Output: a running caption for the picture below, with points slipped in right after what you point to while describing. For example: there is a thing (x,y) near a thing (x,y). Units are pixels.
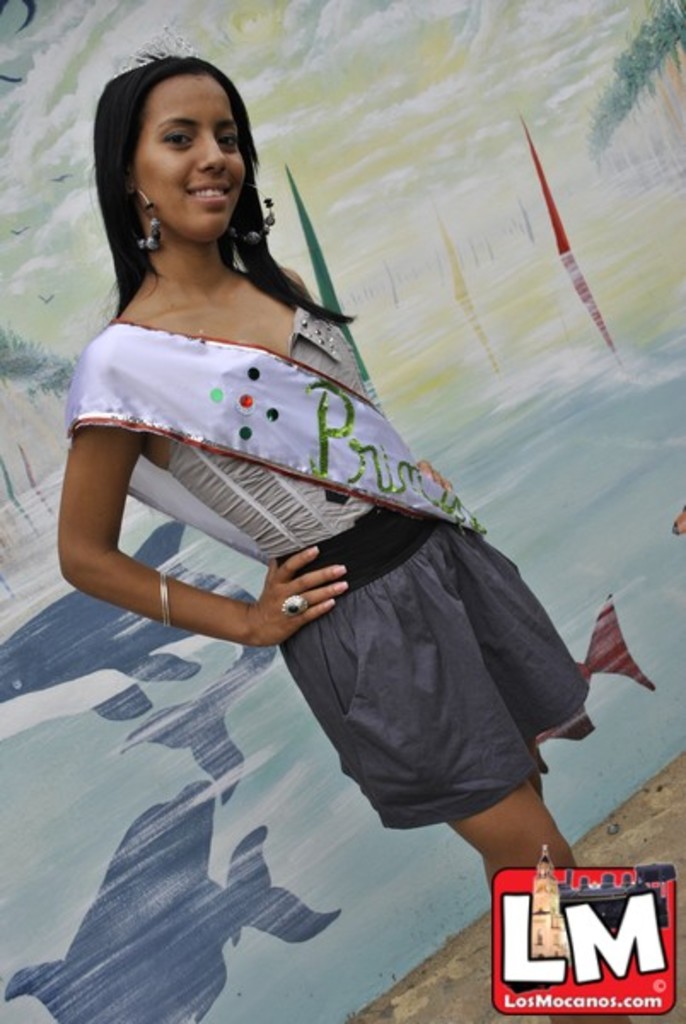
Here we can see a woman (225,336) standing on the ground (601,830). She wore a dress (187,459) and a cloth (196,417) on her shoulder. In the background (69,174) we can see a painting (552,292) on the wall (387,301).
